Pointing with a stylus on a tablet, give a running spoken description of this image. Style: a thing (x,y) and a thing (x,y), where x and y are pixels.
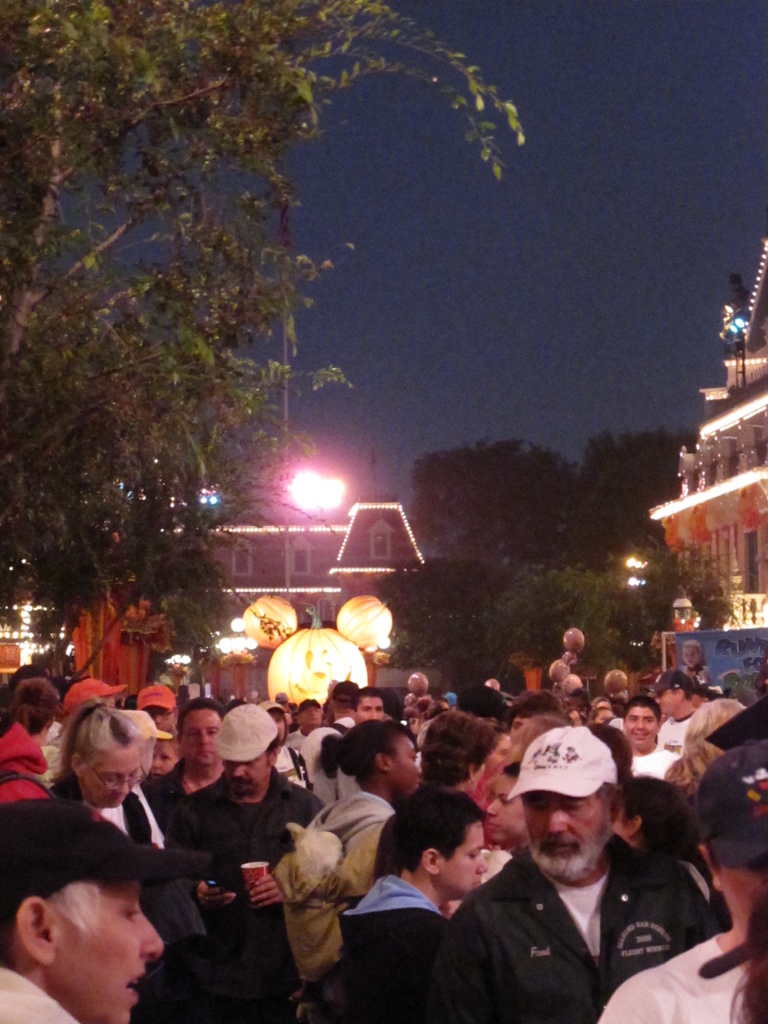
Here we can see persons (488,812) and there are lights (377,626). In the background (310,546) we can see trees (530,579), buildings (753,427), hoarding (700,656), and sky (572,336).
